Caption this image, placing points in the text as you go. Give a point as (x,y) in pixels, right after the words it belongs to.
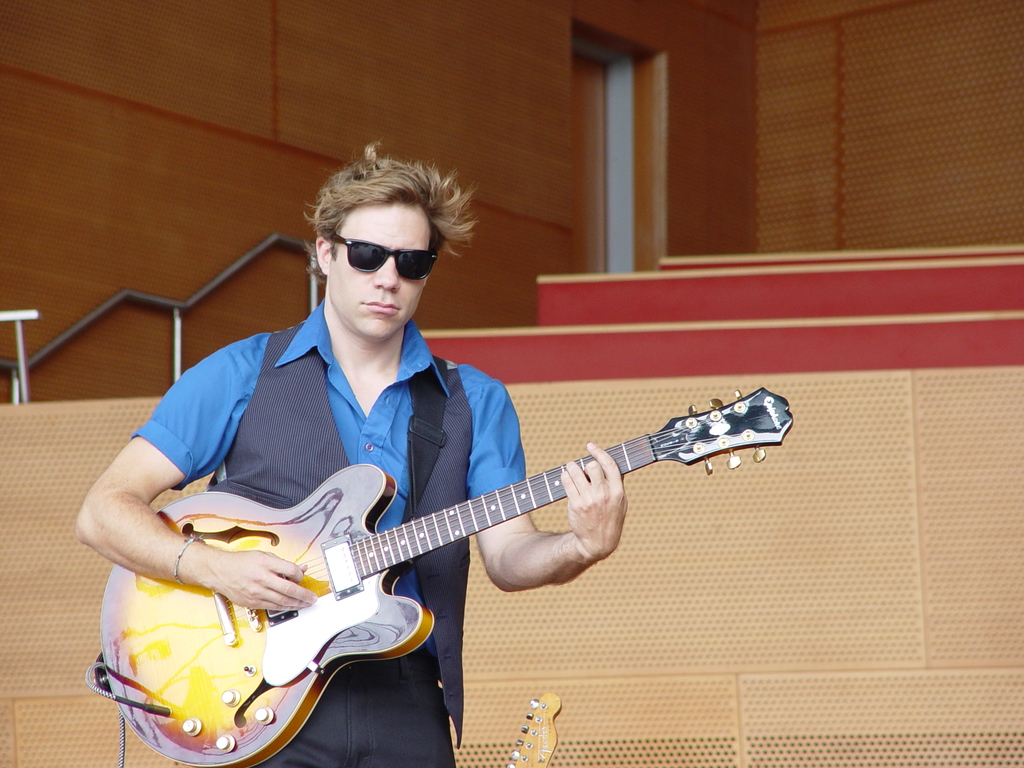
In this image I can see a person (231,489) standing and holding a guitar (406,562). At the background (206,202) we can see a wooden wall (334,135).
